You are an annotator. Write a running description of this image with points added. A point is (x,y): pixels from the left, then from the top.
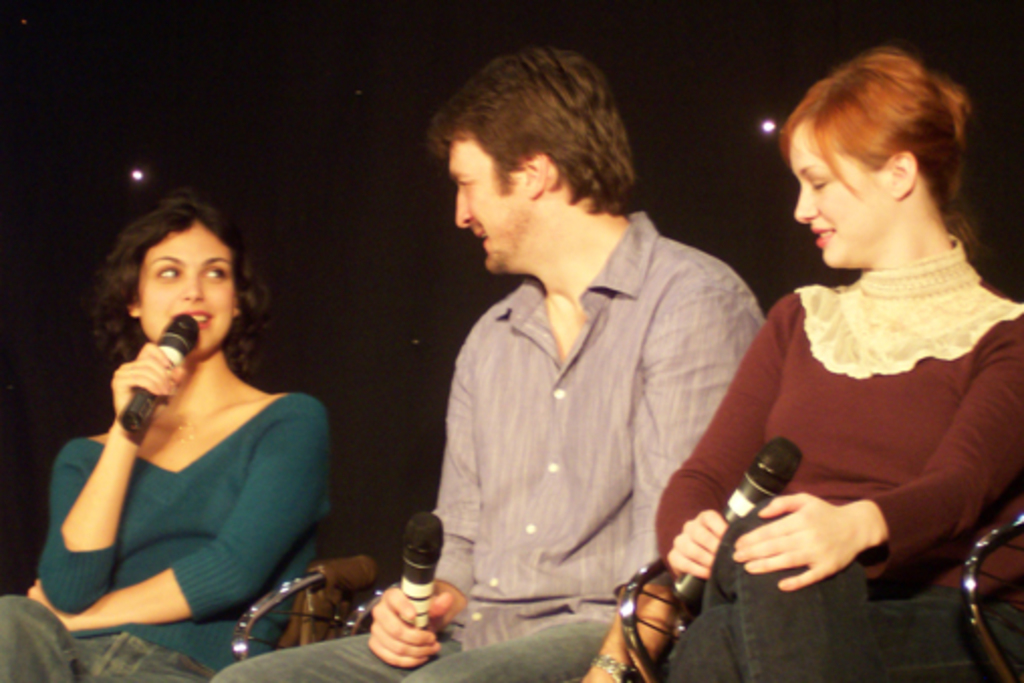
In the picture there is a man (705,274) and two women (322,456) sitting on chairs (320,576) and holding microphones (728,519) in their hand (138,383). The woman (136,455) at the left corner (175,441) is speaking. The background (291,167) is dark.
